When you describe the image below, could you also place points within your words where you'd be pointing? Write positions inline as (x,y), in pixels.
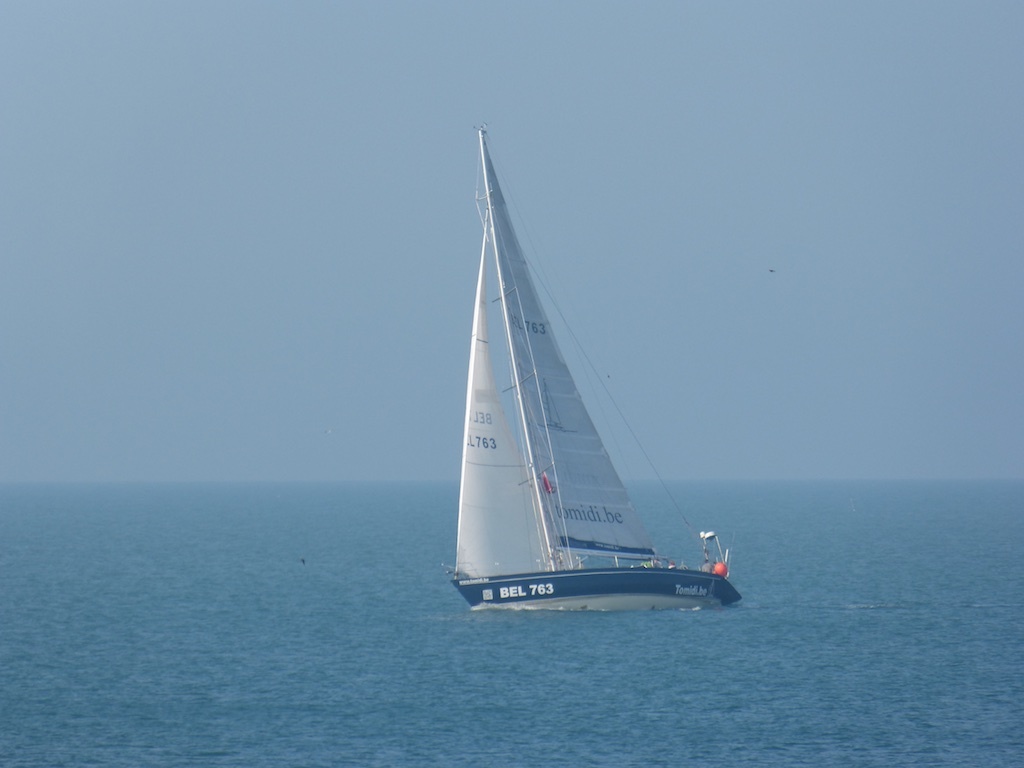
In the center of the image (609,504) we can see a boat (513,555) on the water (501,727). In the background (743,260) there is sky (270,157).
